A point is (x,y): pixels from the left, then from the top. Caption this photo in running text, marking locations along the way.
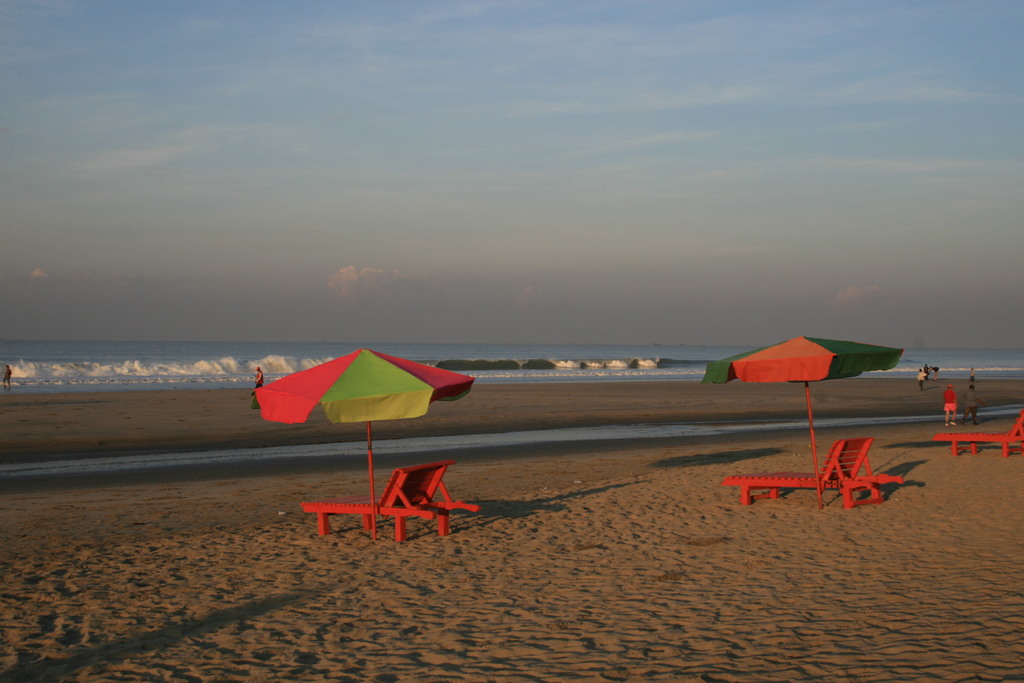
In this image we can see a beach (718,568), beach beds (1008,440), people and umbrellas (349,414). There is a sea (450,348) in the background (207,370). At the top of the image (876,190), we can see the sky (536,150).
